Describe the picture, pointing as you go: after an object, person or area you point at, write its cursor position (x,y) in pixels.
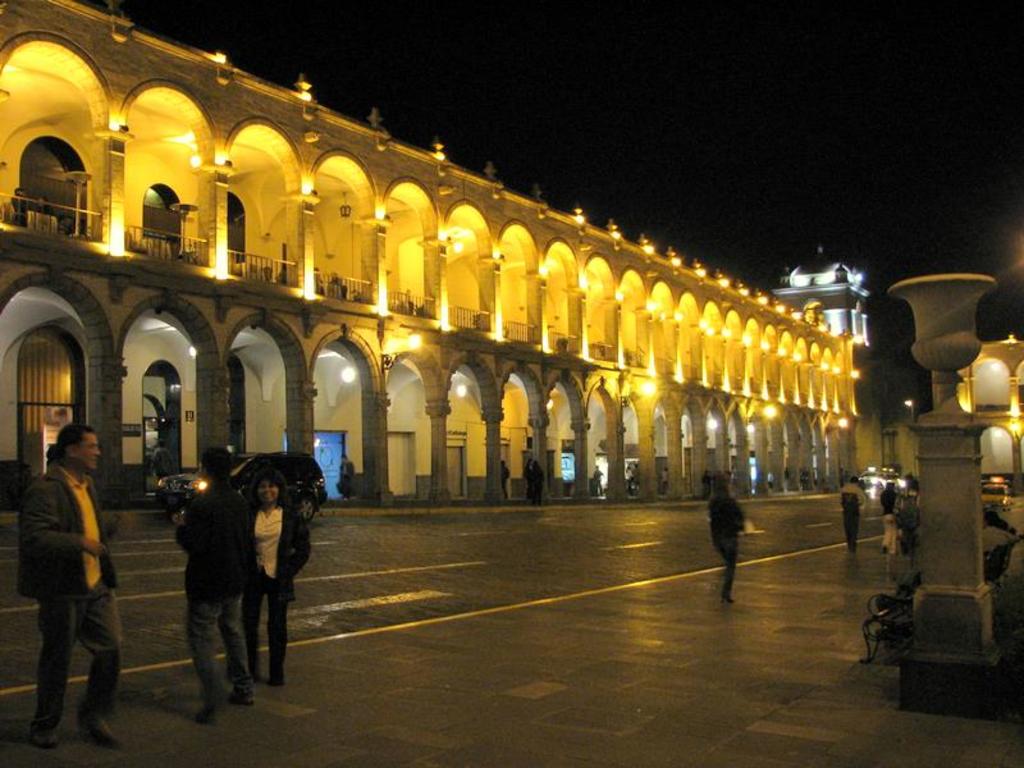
In this image, I can see the buildings (780,385) with lights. On the right side of the image (930,634), I can see a pillar (963,617) and a bench (910,600). There are vehicles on the road (540,554), few people (239,582) standing and few people (728,533) walking. There is a dark background (566,43).
